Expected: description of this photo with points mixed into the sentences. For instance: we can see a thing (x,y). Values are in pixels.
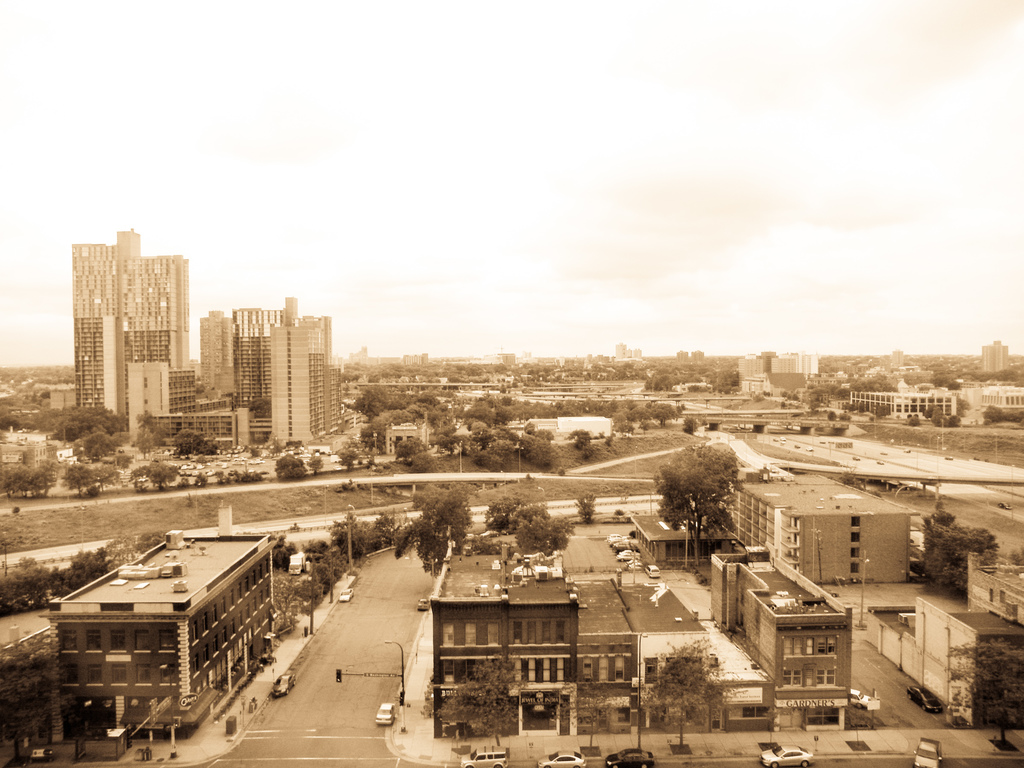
In this image I can see many buildings (508,576), vehicles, trees (343,568). Background (700,202) I can see sky (683,199).
